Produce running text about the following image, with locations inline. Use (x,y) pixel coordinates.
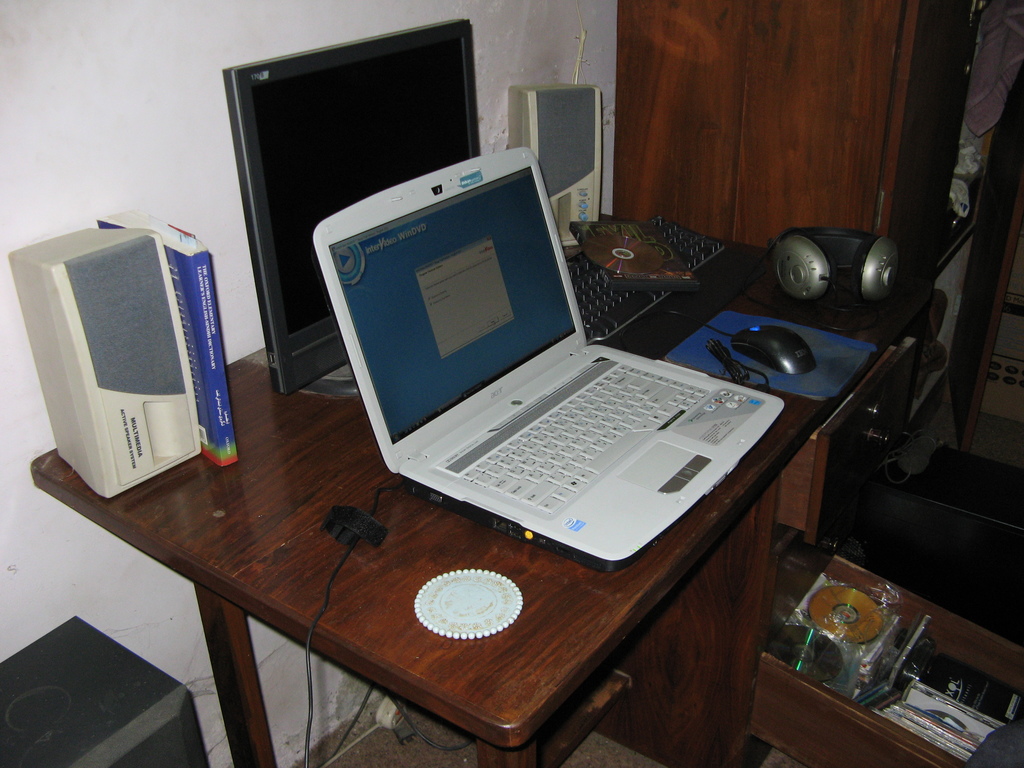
This image is taken inside a room (78,137). There are many things (788,657) visible in this room (638,106). In the left side of the image (73,670) at the bottom (38,702) there is a speaker box (103,705). In the middle of the image (518,291) there is a table (360,649) which has laptop (570,464), small plate (477,574), a book (217,356), monitor (273,277), key board (665,294), CD (614,246), small speaker box (597,200), headsets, mouse (782,348) and a mouse pad (823,378) were present on it. In the right side of the image (782,615) table drawer (828,695) is present and there are few things (920,703) in it and there is a cupboard (863,36) with few shelves (964,351).
